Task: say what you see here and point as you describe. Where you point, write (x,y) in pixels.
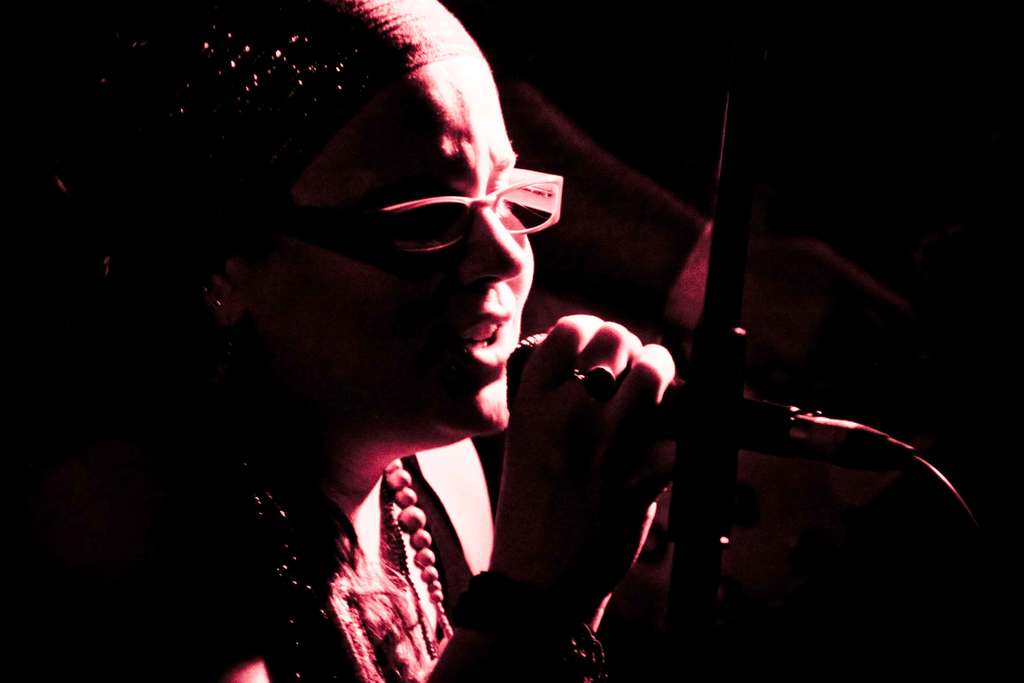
In this image we can see a person (444,523) holding a mic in the hand (610,499) and there is an object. In the background (764,356) the image is dark.
